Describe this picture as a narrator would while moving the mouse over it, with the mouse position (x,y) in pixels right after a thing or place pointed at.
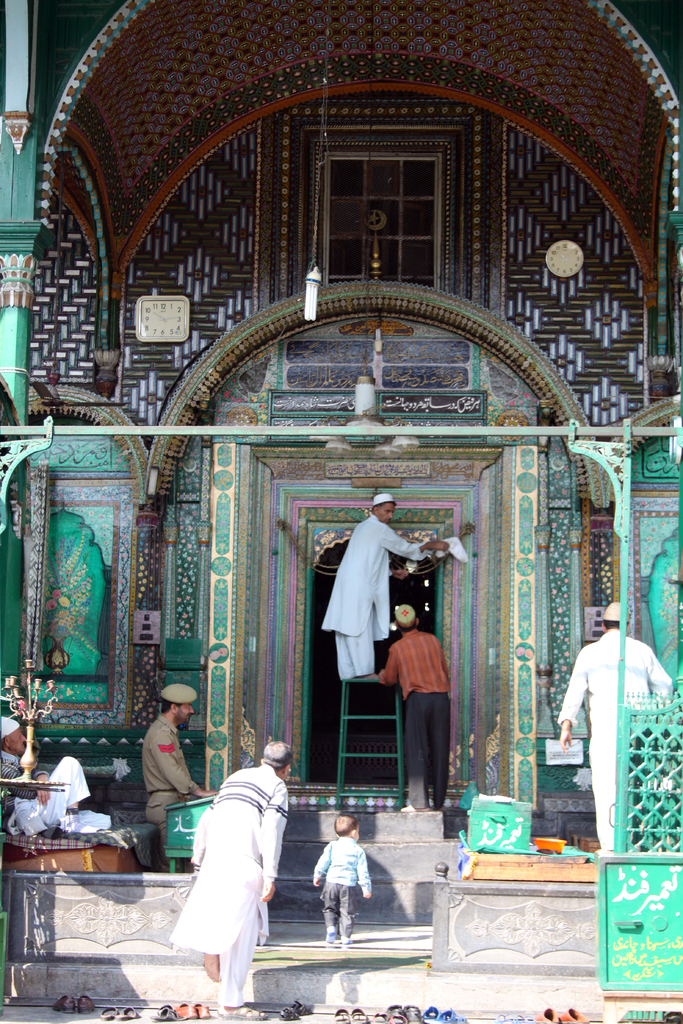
In this picture we can see some people (614,749), ladder (356,718), building (374,725), clocks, foot wears (412,1017) and steps (426,868).
